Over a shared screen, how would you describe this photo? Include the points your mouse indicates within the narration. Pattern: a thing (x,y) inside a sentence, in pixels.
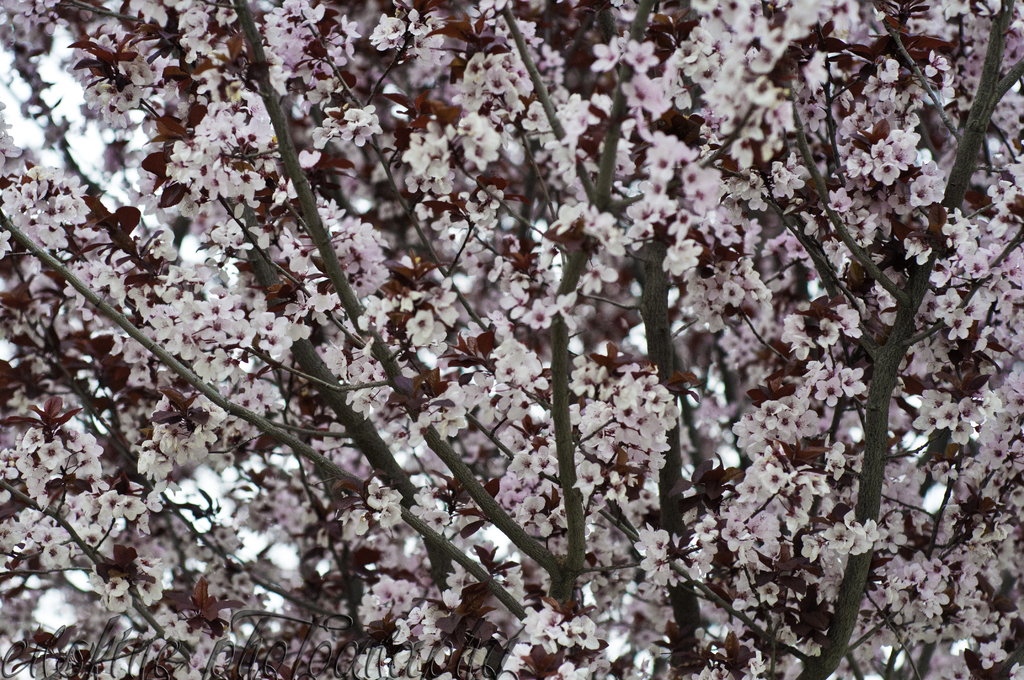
In this image, we can see some branches (909,661) and we can see some flowers (248,286).
